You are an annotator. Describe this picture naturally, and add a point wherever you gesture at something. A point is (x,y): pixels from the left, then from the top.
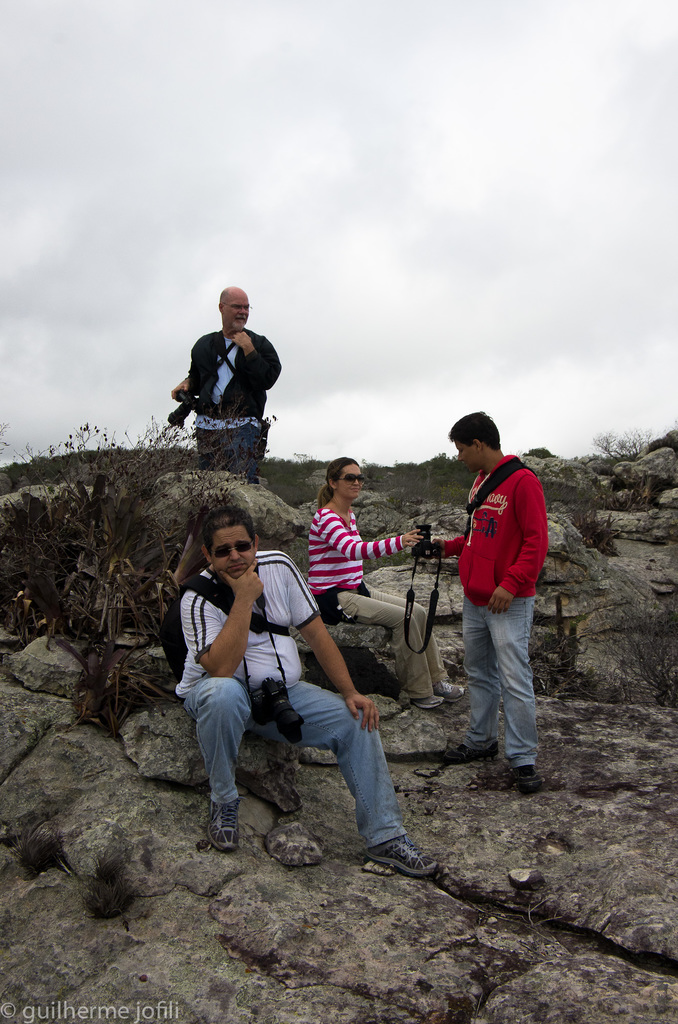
In this image, we can see persons (242,361) on the hill (445,510). There are plants (119,486) on the left side of the image (118,517). There is a sky (430,47) at the top of the image (437,160).
